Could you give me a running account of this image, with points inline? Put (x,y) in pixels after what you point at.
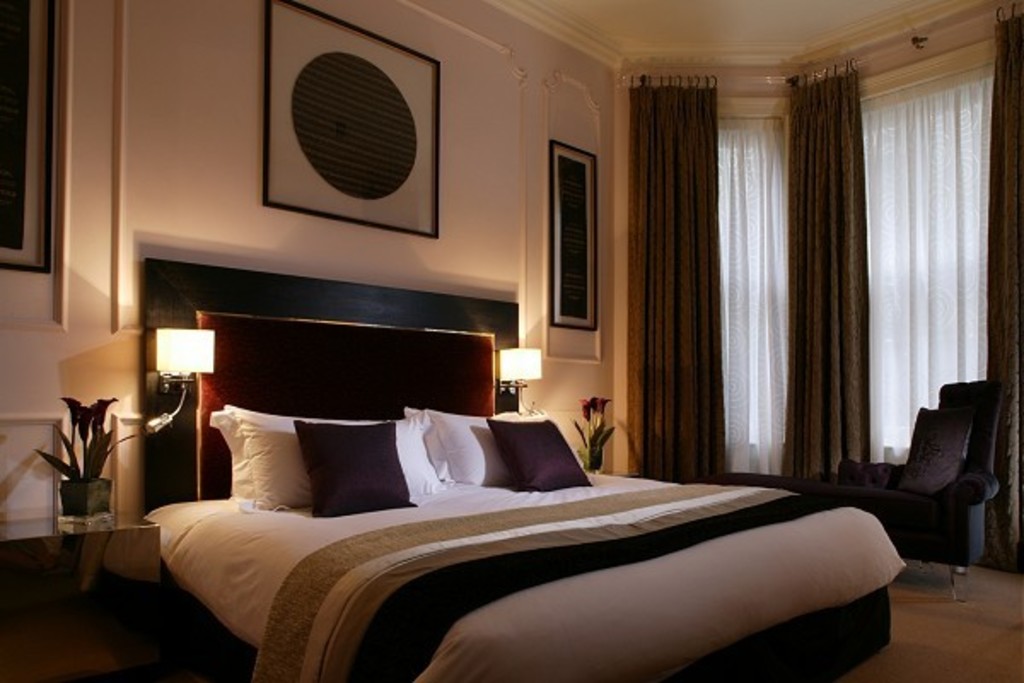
In this picture we can see a few pillows (349,504) on the bed (479,659). There is a blanket (460,533). We can see flower pots (88,434) and lamps (520,382) on the right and left side of the bed (228,475). There are few frames (275,29) on the wall (487,232). We can see curtains (1012,254) and a chair (976,499) on the right side (794,457).
